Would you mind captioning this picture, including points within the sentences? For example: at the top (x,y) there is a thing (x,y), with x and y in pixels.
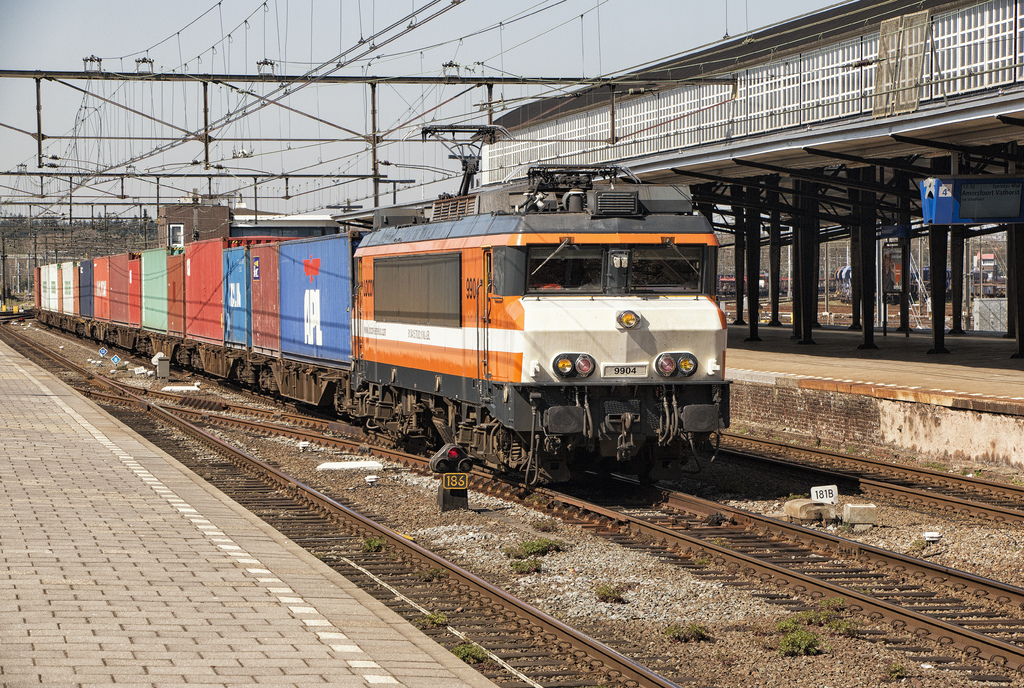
In the image we can see the train (460,350) on the train track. Here we can see the footpath (111,482), electric wires (211,48), electric poles (237,80) and the sky (485,67).
